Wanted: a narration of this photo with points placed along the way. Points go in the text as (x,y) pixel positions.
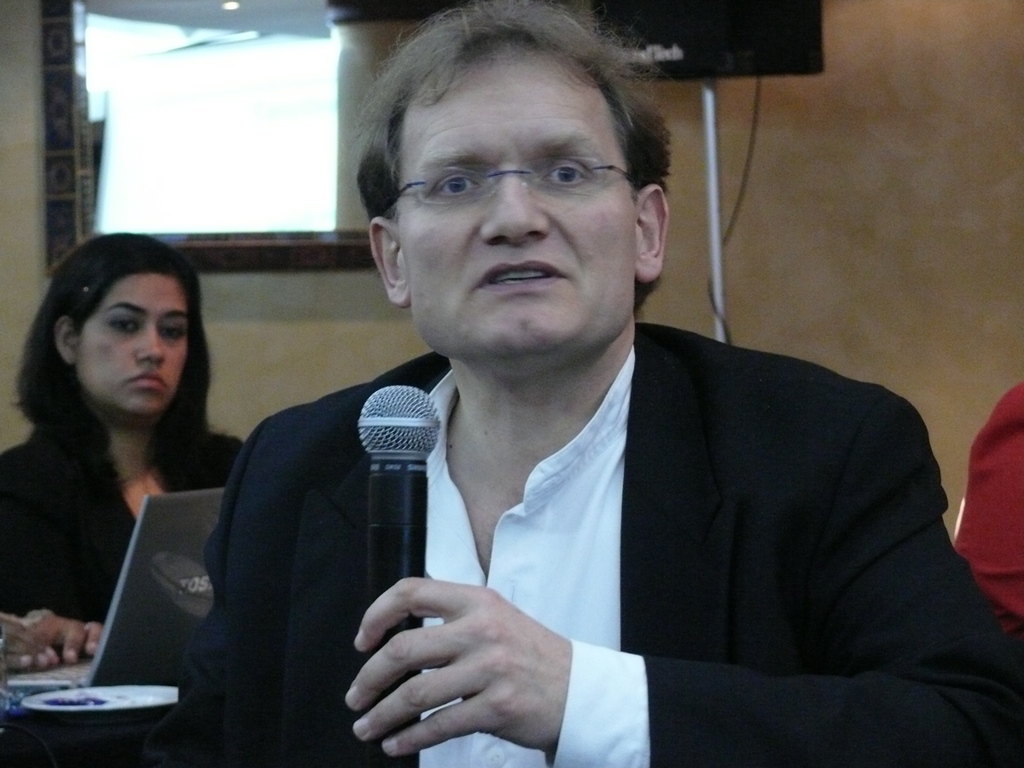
Here we can see a man (902,433) in the center (584,374) and he is speaking on a microphone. In the background (78,515) we can see a woman (83,498) who is on the left side (141,488).
